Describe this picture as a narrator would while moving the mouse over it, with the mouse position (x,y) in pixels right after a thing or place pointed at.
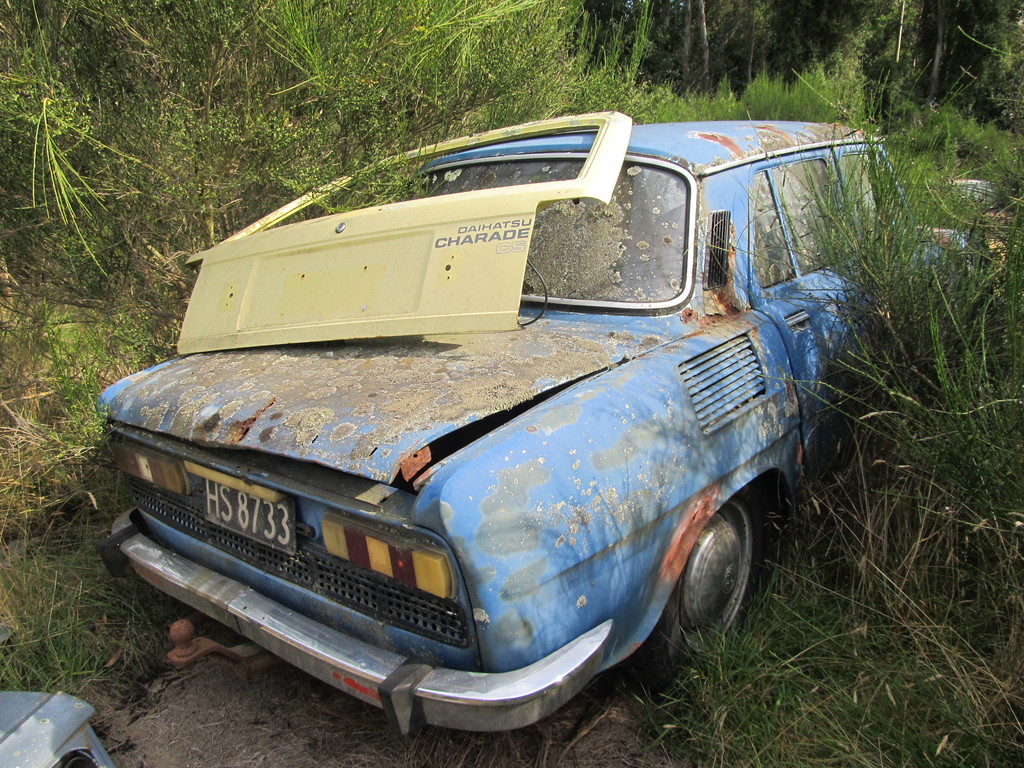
In the picture there is a car (561,454), behind the car (534,571) there are trees (133,91) present.
